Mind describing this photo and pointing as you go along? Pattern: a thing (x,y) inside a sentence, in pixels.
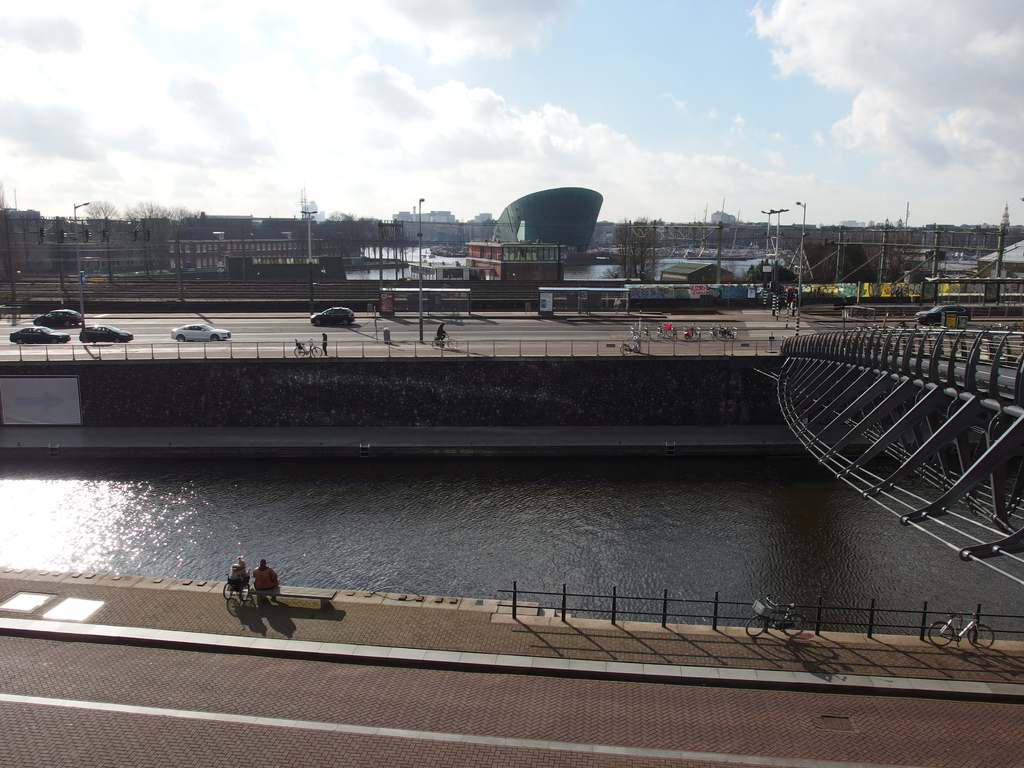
In this image, on the right (830,355), we can see a bridge (924,463). In the background (846,249), there are vehicles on the road (144,330) and poles (41,226), buildings (530,248), trees (861,250) are present. In the front (234,597), we can see some people (261,581) sitting on the bench (321,596) and there are bicycles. At the bottom (520,533), there is water (592,539).
